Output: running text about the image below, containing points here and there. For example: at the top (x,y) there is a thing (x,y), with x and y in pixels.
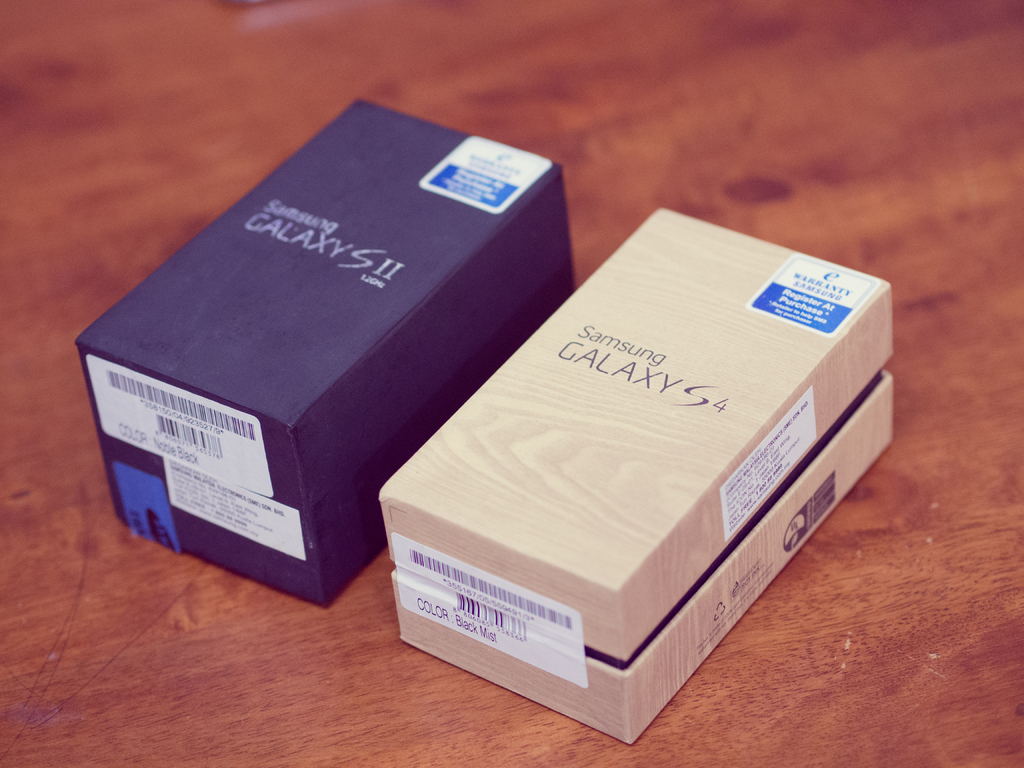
We can see boxes (314,567) on the wooden surface (341,680) and we can see stickers (807,444) on these boxes (326,271).
